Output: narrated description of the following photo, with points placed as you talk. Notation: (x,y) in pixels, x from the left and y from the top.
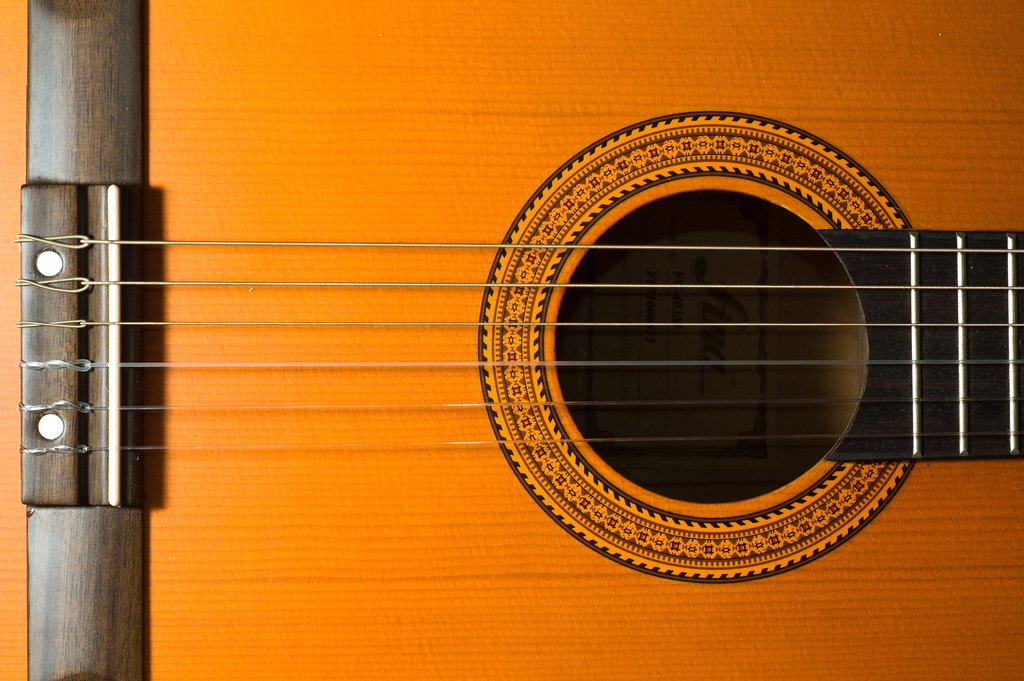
This is guitar (750,101) image having some strings (138,241) on it. There are six strings (162,448) and straight from a point.
